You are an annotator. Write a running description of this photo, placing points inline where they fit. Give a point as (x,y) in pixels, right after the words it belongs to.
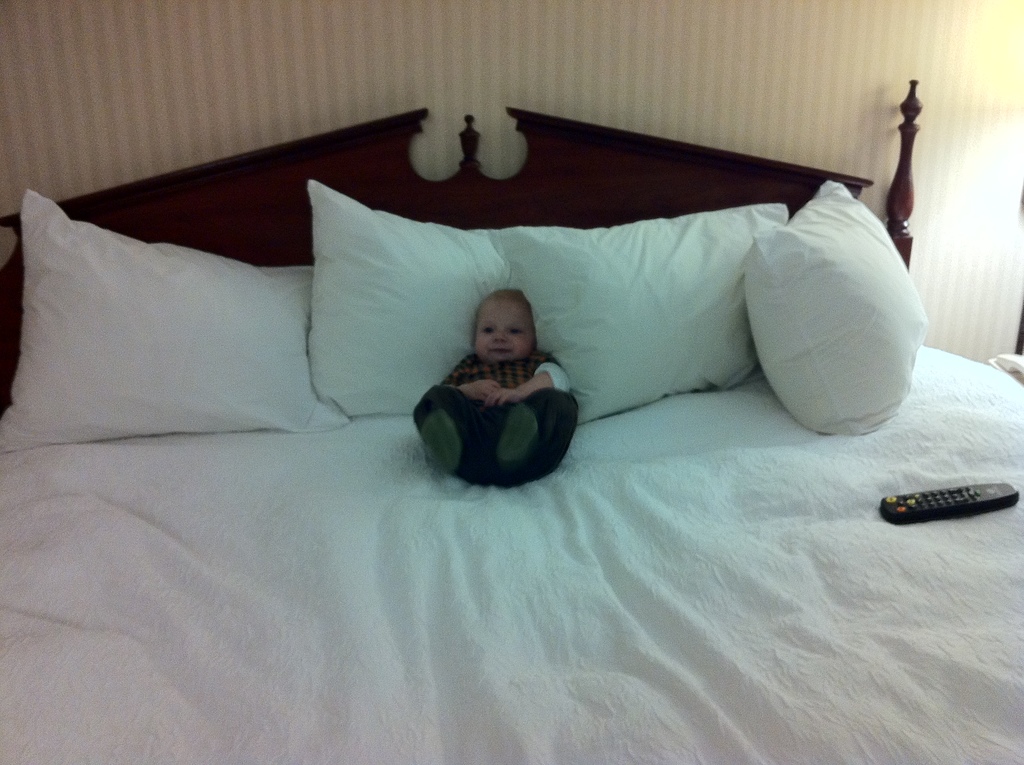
In this picture we can see a kid (414,414) laying on the bed (583,635). These are the pillows (833,407) and this is remote (967,513). On the background (775,93) there is a wall (731,104).
